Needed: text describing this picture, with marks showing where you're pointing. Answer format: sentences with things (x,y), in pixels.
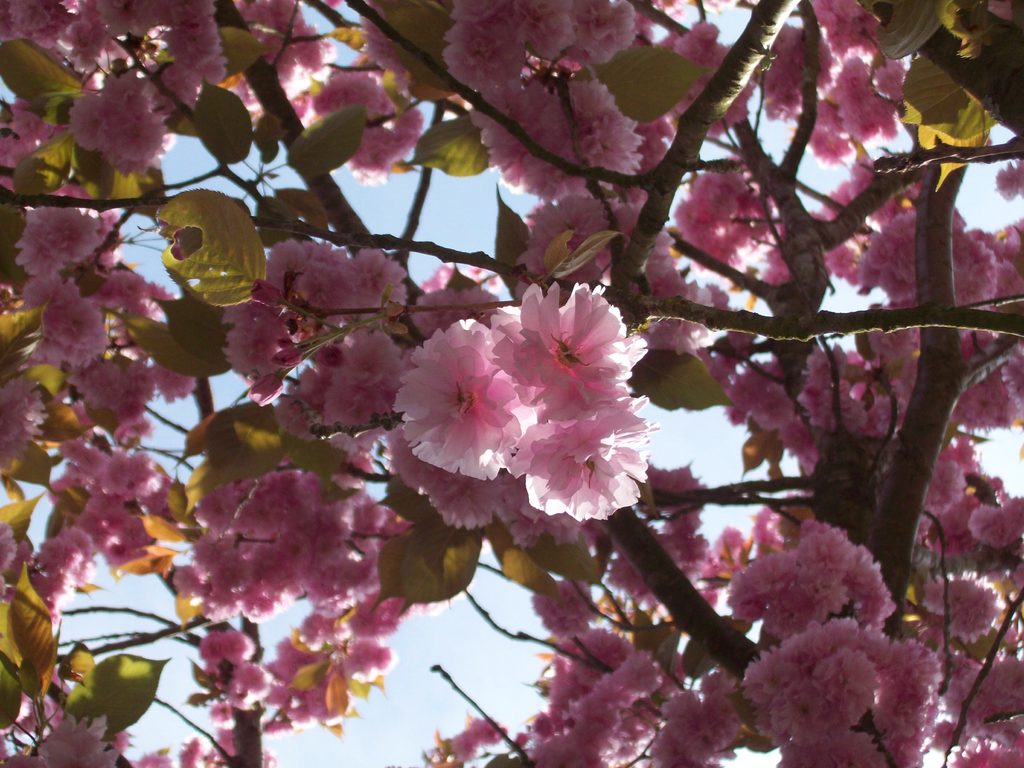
In this image there is a tree (596,359) with pink color flowers (476,459), and there is sky (491,245).
